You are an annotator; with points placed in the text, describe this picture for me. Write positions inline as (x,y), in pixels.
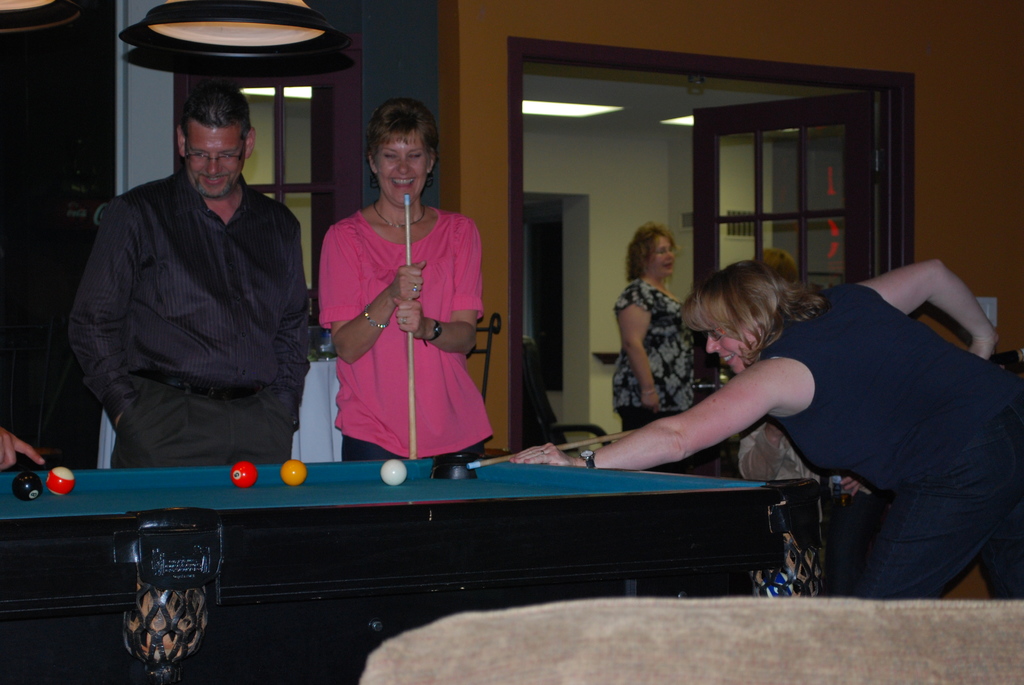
In this image we can see three people (406,156) standing beside the snooker table (533,472) containing some balls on it. In that two women (653,455) are holding the sticks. We can also see a person (805,472) sitting beside the table (807,513). We can also see some people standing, a door (865,269), window (191,83), lamps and some ceiling lights (244,95) to a roof (602,116).
